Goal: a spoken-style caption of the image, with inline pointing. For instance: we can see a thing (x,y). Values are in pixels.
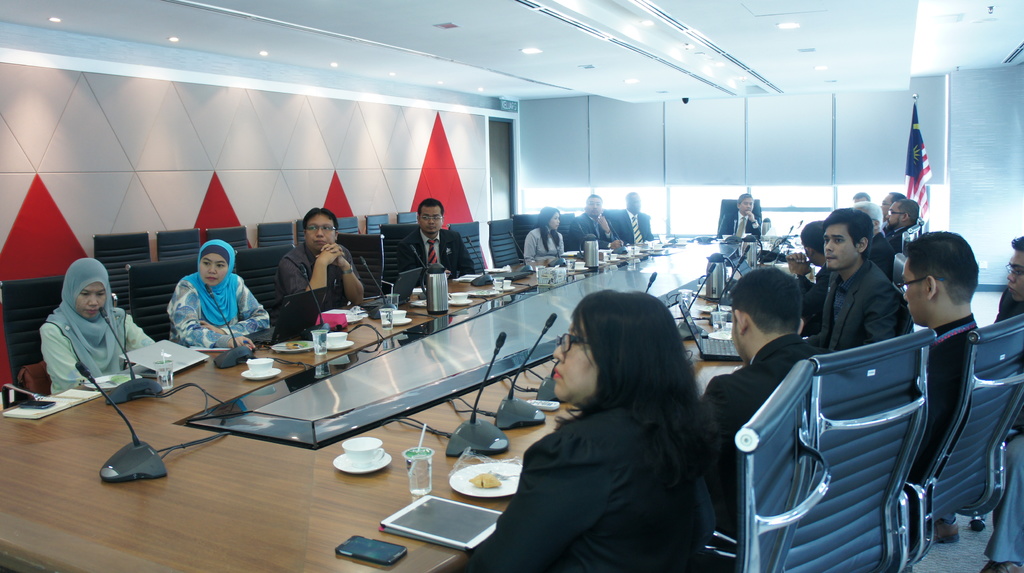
In this image I can see the group of people (263,320) sitting on the chairs (43,298). These people (105,273) are wearing the different color dresses (86,283). There is a table (211,462) in-front of these people (247,301). On the table (207,483) I can see the mics (122,448), plates (496,490) with food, laptops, cups (360,459) and also mobiles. In the back (689,158) I can see the wall (720,137) and the flag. I can also see the lights (537,50) in the top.
